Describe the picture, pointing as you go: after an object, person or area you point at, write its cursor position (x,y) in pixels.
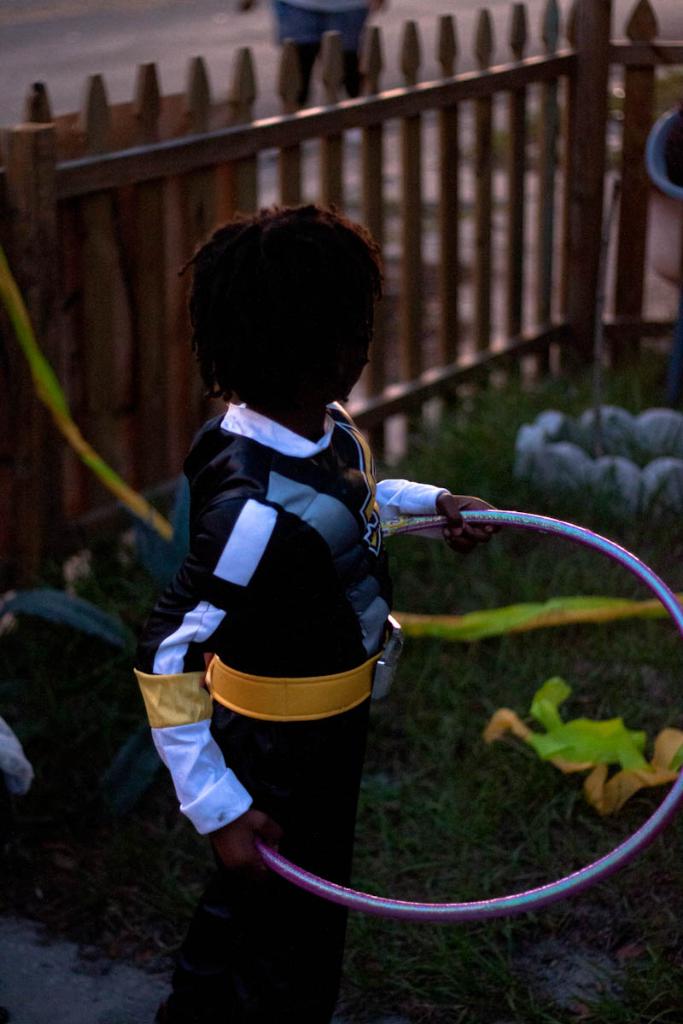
This image consists of a kid (351,698) wearing black dress (358,798) is holding a ring (260,851). At the bottom (433,802), we can see green grass (535,761) on the ground (495,875). In the background (530,336), there is a fencing (311,125). And we can see a road (260,21) on which a person (350,14) is walking.
